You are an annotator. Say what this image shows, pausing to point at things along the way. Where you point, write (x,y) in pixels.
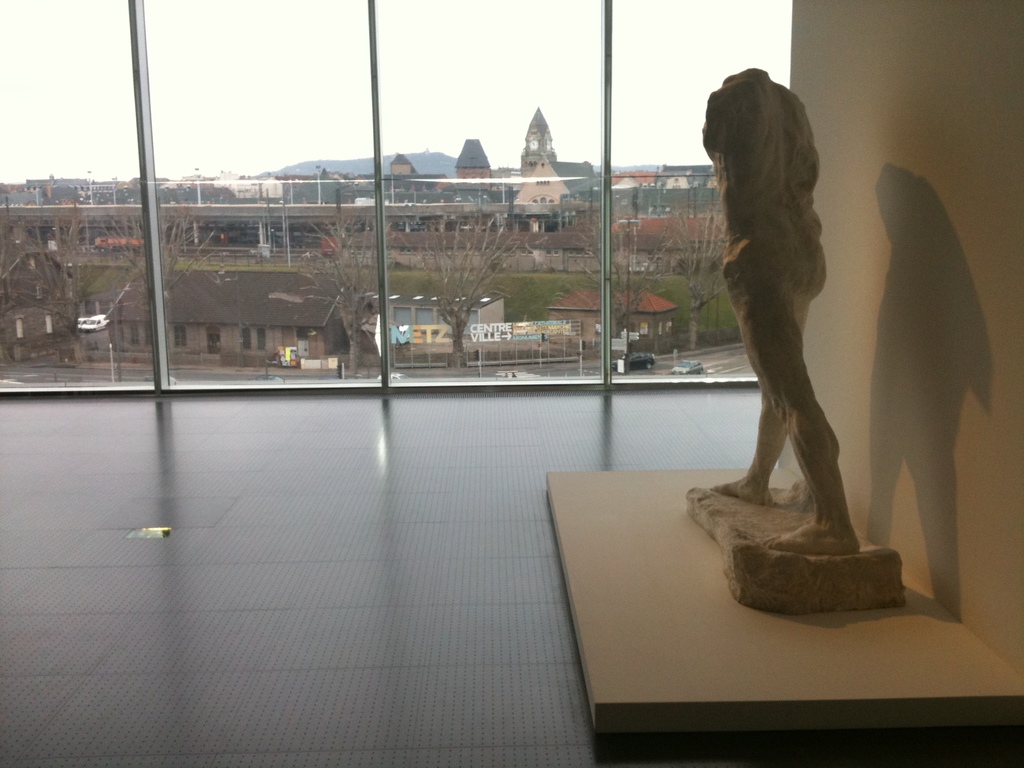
On the right side of the image (734,286) there is a statue (746,240). Behind the statue (786,328) there is a wall (946,289). In the background of the image (613,223) there are glass windows (598,192) through which we can see trees (360,249), buildings (391,304), cars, boards (542,336), mountains (370,170). At the top of the image (346,75) there is sky (297,94).
